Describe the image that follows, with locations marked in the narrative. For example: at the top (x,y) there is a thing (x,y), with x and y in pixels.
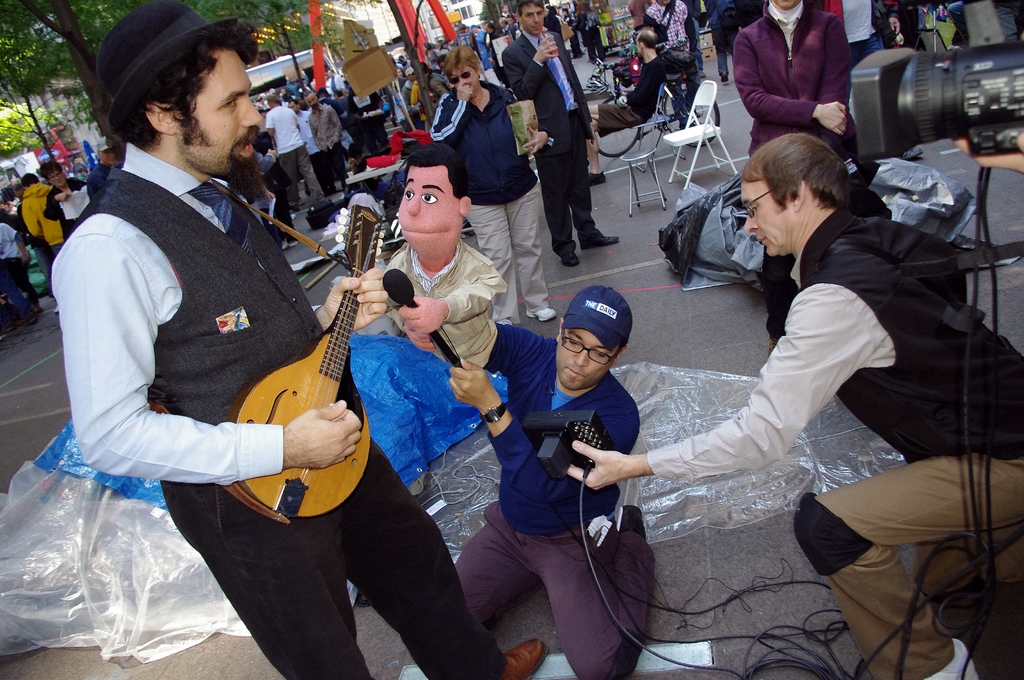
In the center of the image (517,433) we can see two persons (567,366) are sitting and one person (246,339) is standing and they are in different costumes (620,427). And we can see they are holding some objects (267,476). Among them, two persons (630,449) are wearing caps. On the right side of the image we can see wires (605,608) and one person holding camera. In the background (483,75), we can see buildings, trees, banners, one table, chairs (670,167), plastic covers (686,221), one backpack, few people (360,146) are standing, few people (643,39) are sitting, few people (650,75) are holding some objects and a few other objects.
